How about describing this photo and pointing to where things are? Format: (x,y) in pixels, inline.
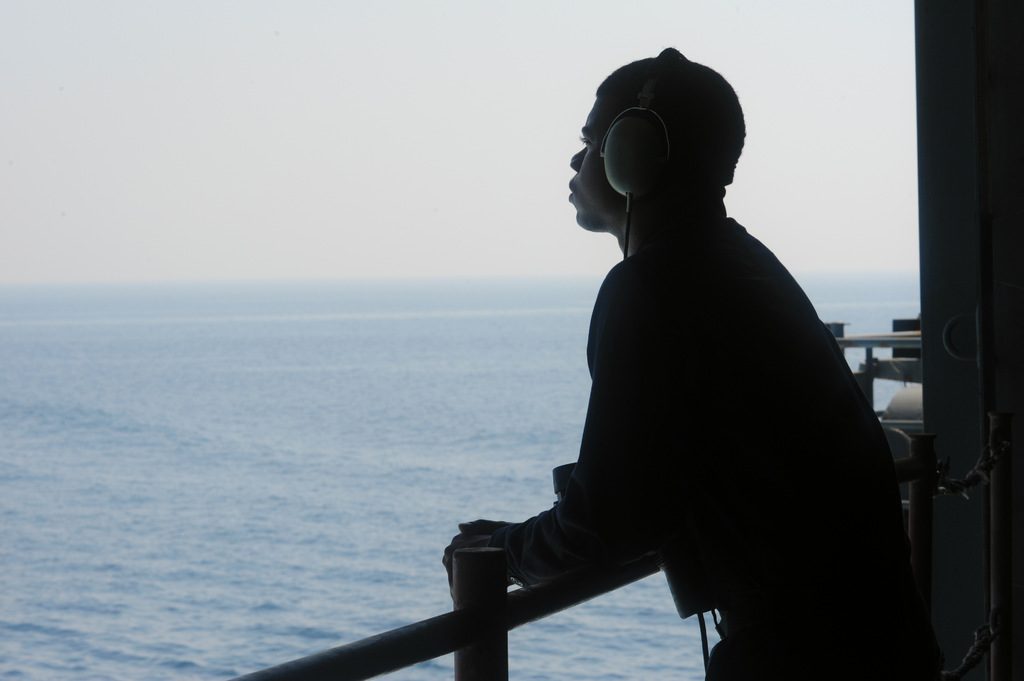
There is a man (600,426) wearing headsets (620,119) is standing near to a railing (481,617). On the right side (941,252) there is a wall (929,195). In the back (277,438) there is water (290,425) and sky (202,150).
